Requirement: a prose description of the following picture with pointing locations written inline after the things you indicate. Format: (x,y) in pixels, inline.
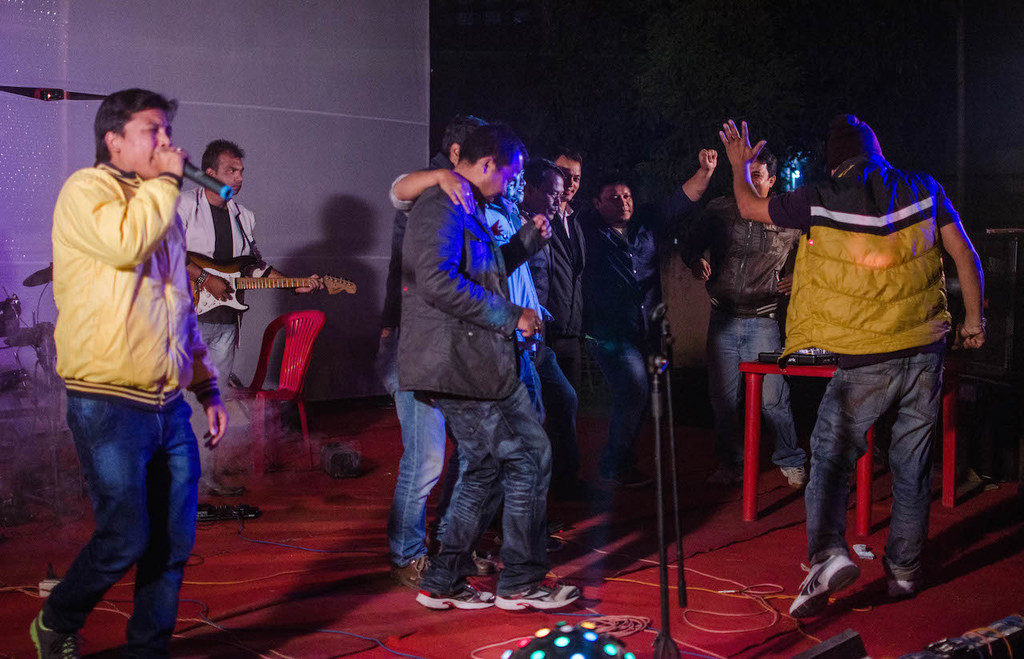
This picture describes about group of people (418,301), on the left side of the image (102,271) we can see a man (131,353), he is holding a microphone (207,178), beside to him we can find few musical instruments (26,383), a chair (303,358) and a man (233,194), he is playing guitar (268,281), in front of them we can see microphones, cables (610,630) and lights (552,638).
